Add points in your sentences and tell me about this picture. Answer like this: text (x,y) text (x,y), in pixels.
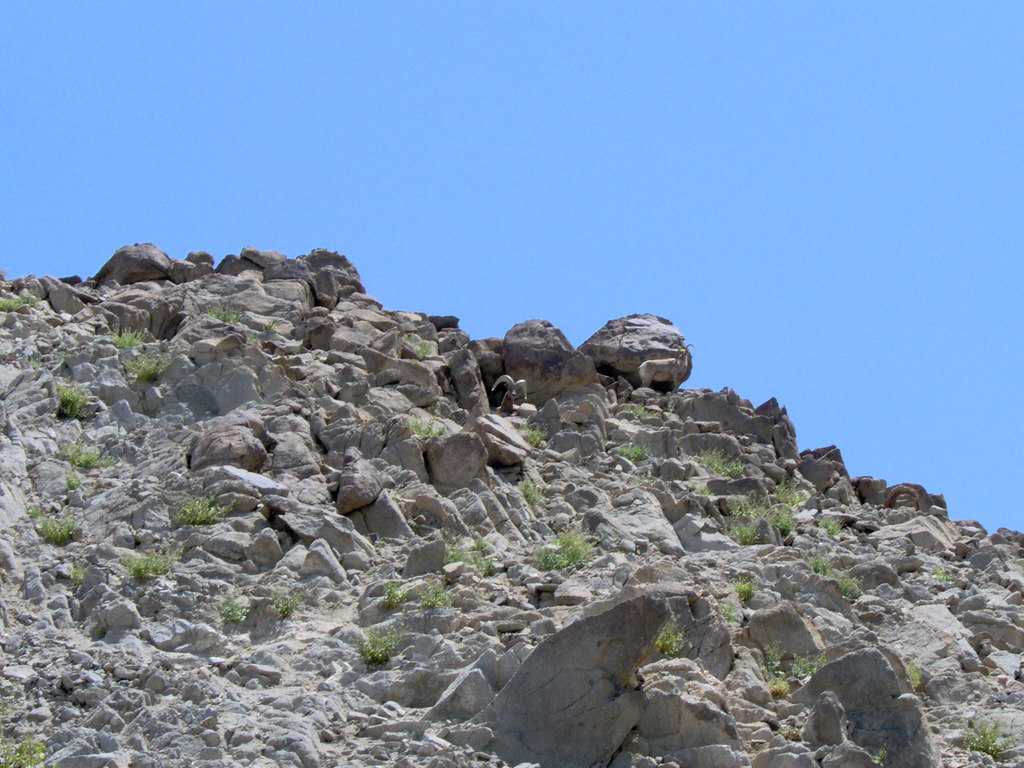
In this picture we can observe a hill (560,468). There are some plants (569,557) and rocks (130,359) on this hill (418,547). In the background (716,226) there is a sky (460,159).
